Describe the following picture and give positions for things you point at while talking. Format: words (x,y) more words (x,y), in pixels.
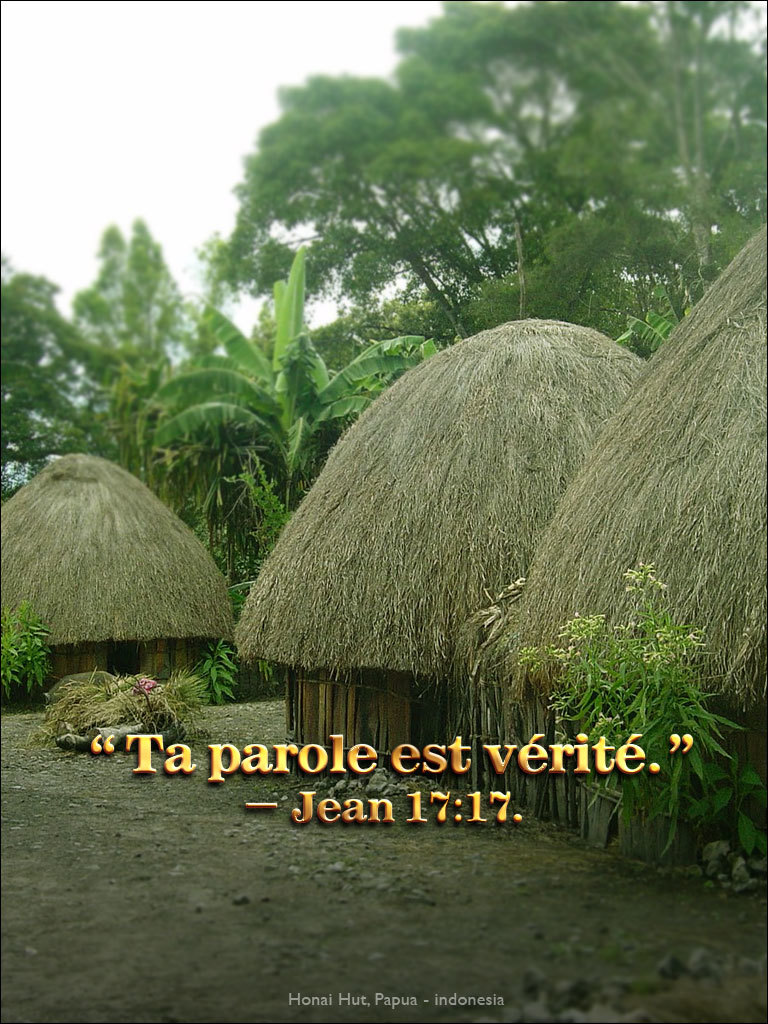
In this image, we can see some trees (428,248). There are huts (308,538) in the middle of the image (396,497). There is a plant (603,704) on the right side of the image (643,708). There is a sky (118,85) in the top left of the image (111,112).
